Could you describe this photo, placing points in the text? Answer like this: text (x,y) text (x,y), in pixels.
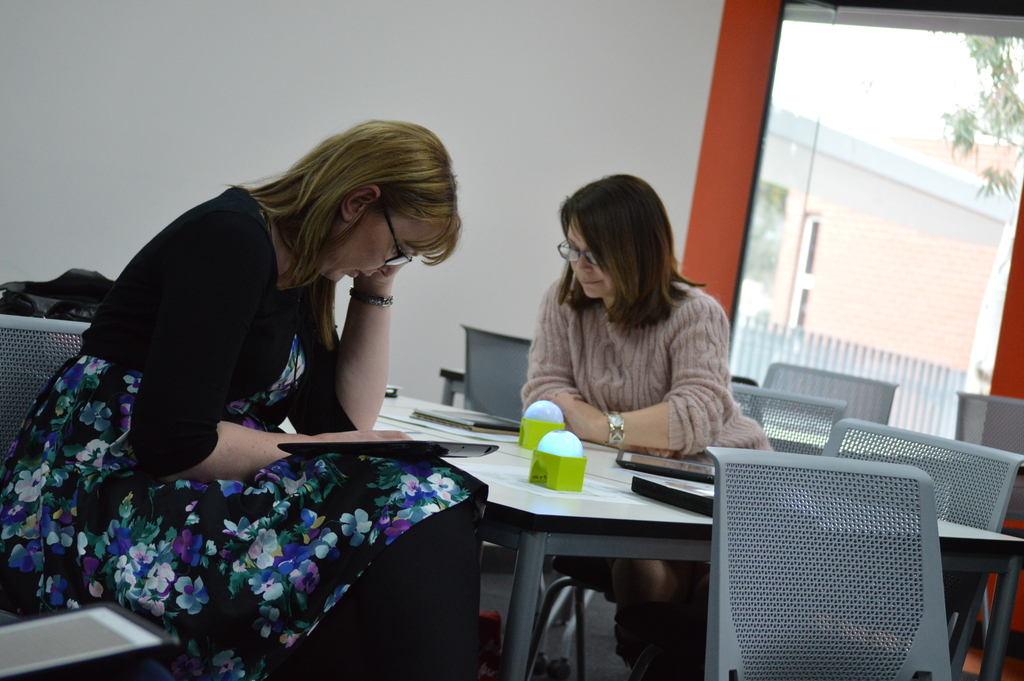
In this image, two womens (226,463) are sat on the chairs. In the middle (581,452), there is a white table (598,508), few items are placed on it. Left side (341,450), women (445,477) is holding a ipad (430,451) on his lap (420,465). The background (586,149), we can see glass door (838,205) and wall (540,143), some trees (1005,123).
